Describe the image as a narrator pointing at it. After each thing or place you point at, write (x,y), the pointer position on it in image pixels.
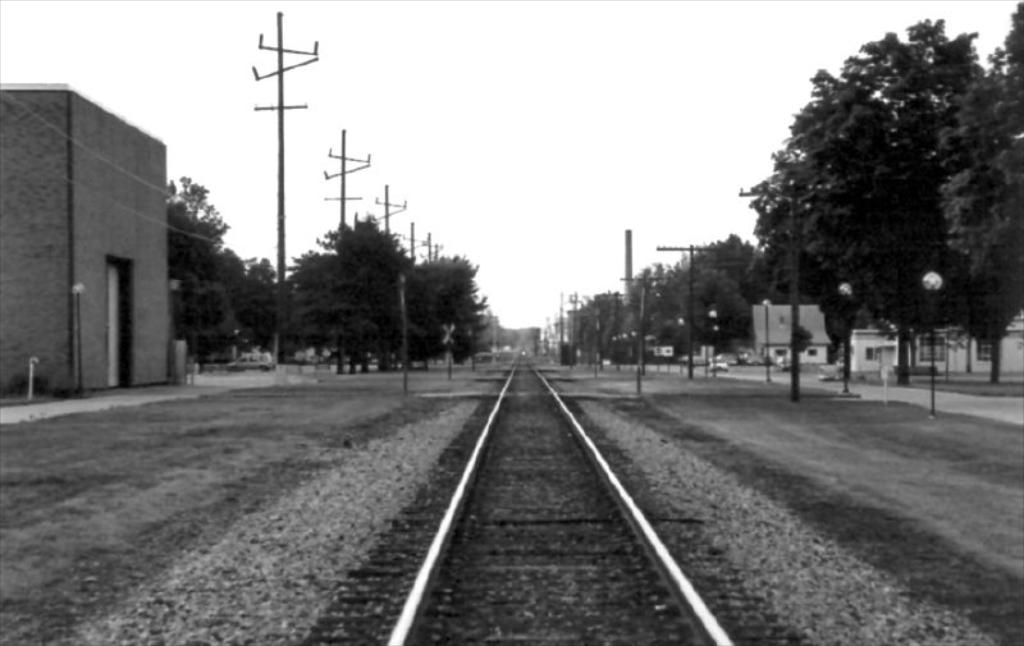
This picture shows a railway track (467,468) and we see few buildings (157,240) and poles (278,77) and pole lights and we see trees (458,297) and a car (259,368) moving on the road (276,375).
